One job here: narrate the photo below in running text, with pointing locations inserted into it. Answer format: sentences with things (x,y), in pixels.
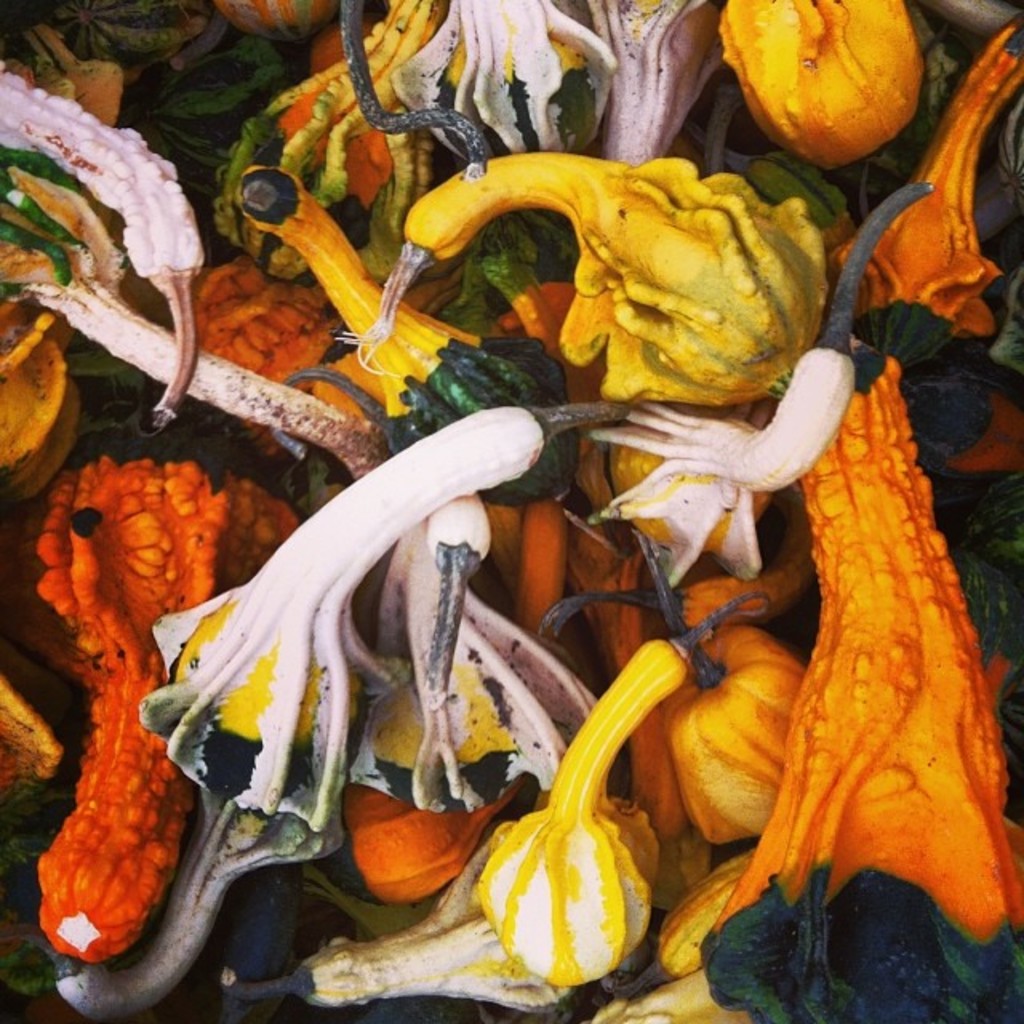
In this image we can see different color of gourds (317,392).
